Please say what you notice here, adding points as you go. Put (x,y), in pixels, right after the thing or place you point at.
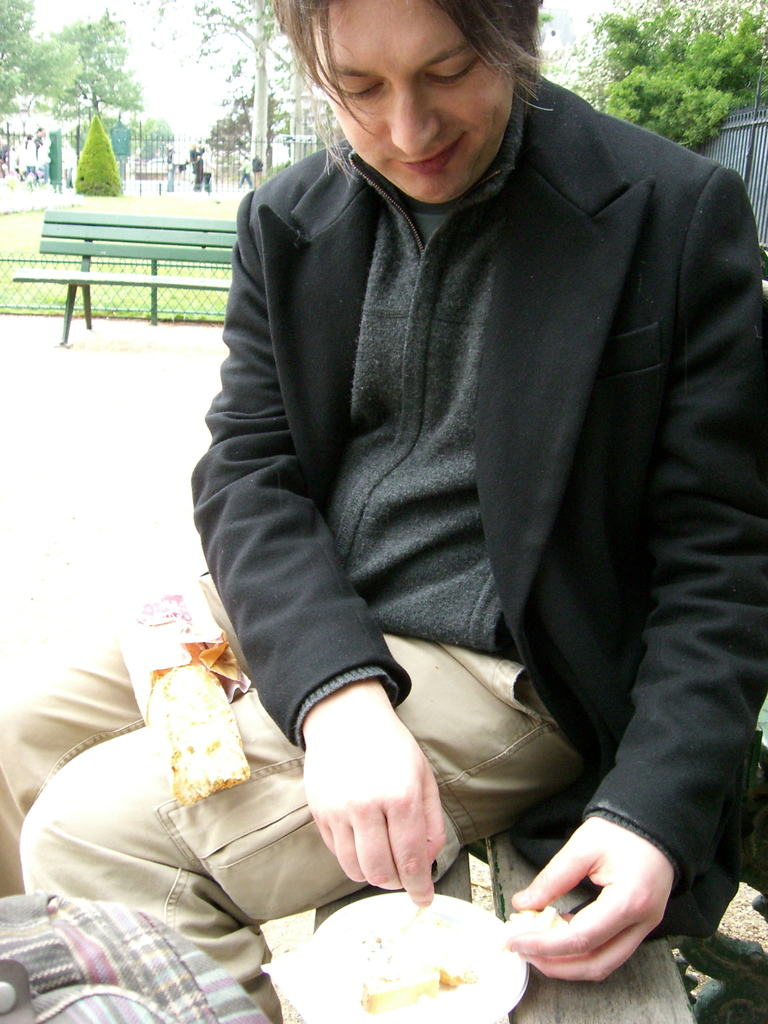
In the image there is a person (447,818) sitting on a bench (467,865) and he is having some food (191,691), the man (312,801) is wearing a black blazer (577,444) and behind the man (558,396) there is a park (38,192) and there are lot of trees (256,134) around the park (33,320).
